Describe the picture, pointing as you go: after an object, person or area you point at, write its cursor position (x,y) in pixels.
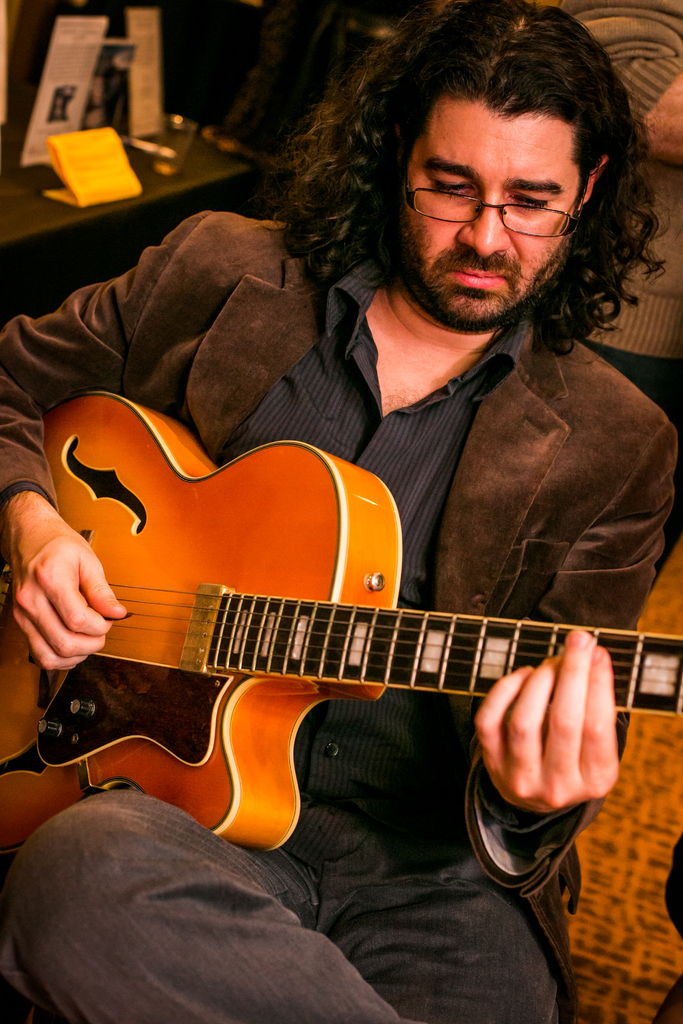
In this image I can see a man (91,611) holding a guitar (162,776).
